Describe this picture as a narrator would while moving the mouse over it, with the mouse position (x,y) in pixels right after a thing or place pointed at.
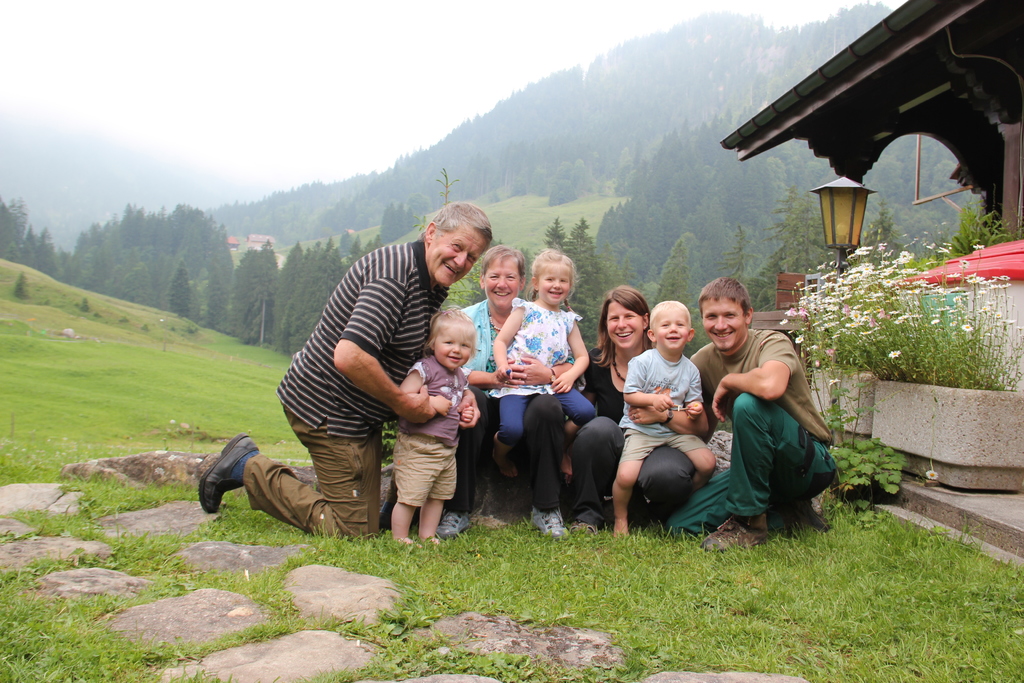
In this image I can see the grass (635,610). I can see a group of people (589,412). On the right side (857,320), I can see the flowers (874,322). In the background (196,240), I can see the trees (527,149) and the sky (193,106).
